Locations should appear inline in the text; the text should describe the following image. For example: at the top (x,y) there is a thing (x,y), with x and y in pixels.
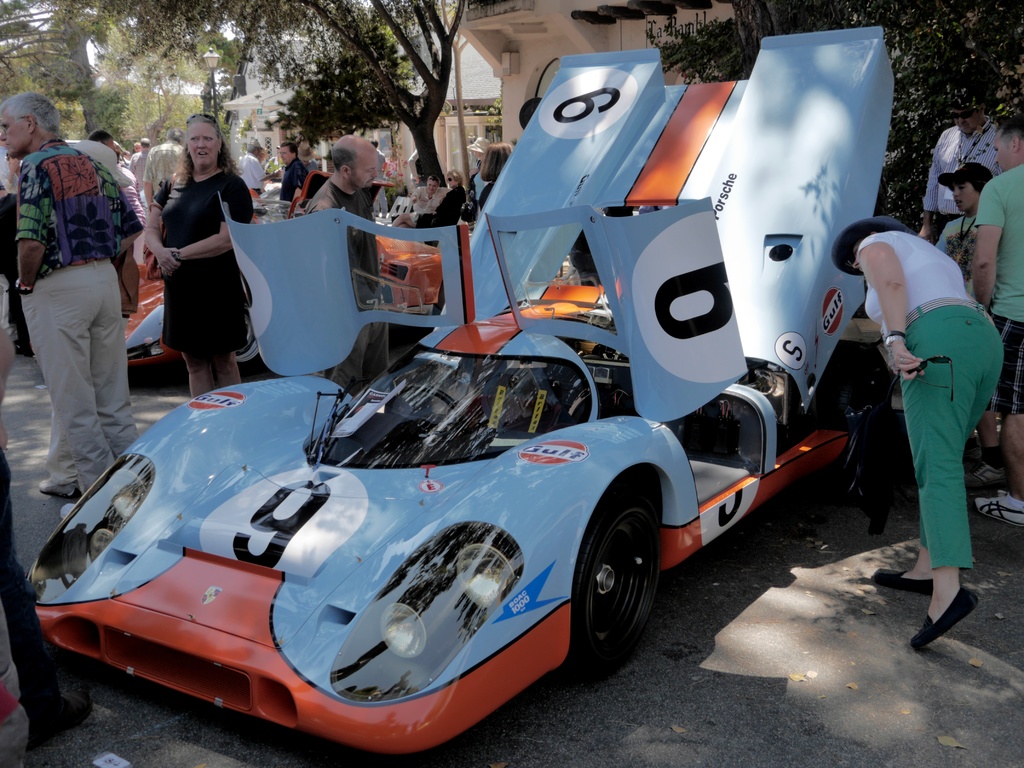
In this image we can see cars (357,321) and persons (361,155). Behind the person (221,225) we can see the buildings (535,62), trees (422,98) and a pole (215,101) with light (215,63). In the top left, we can see the sky (39,23).
